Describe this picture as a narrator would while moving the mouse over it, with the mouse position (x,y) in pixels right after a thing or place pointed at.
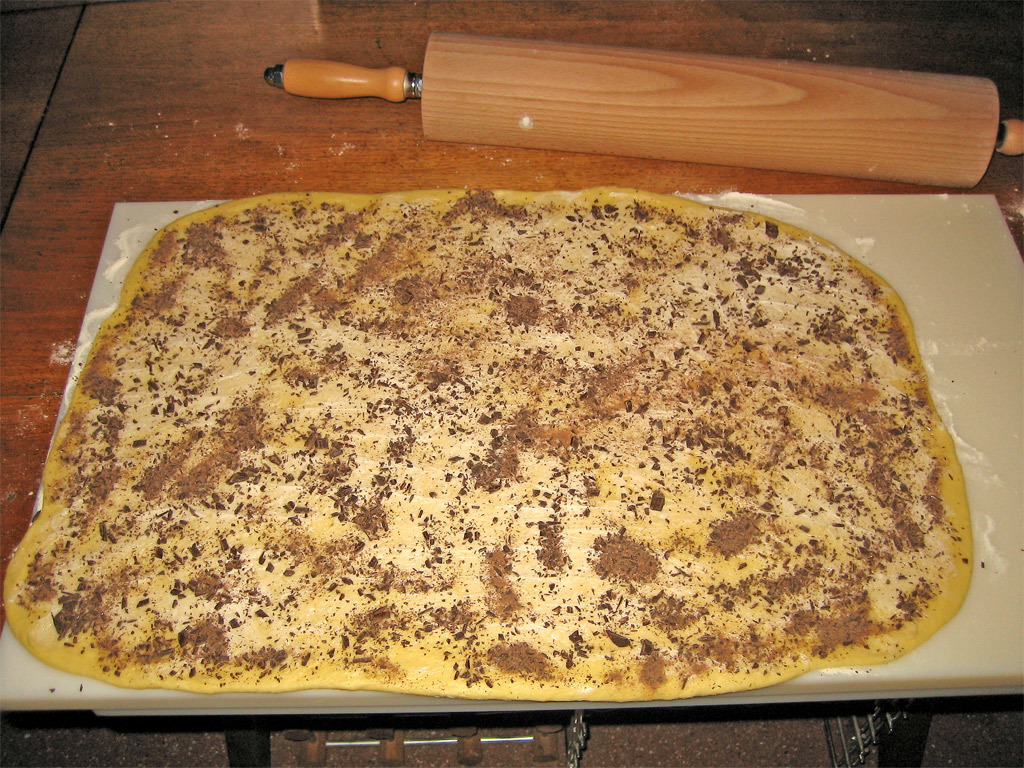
In this picture we can see a food item (490,568) a chopping board (993,475) and the chopping board (984,404) is on a wooden object (102,142) and behind the object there is a another item (603,105).
